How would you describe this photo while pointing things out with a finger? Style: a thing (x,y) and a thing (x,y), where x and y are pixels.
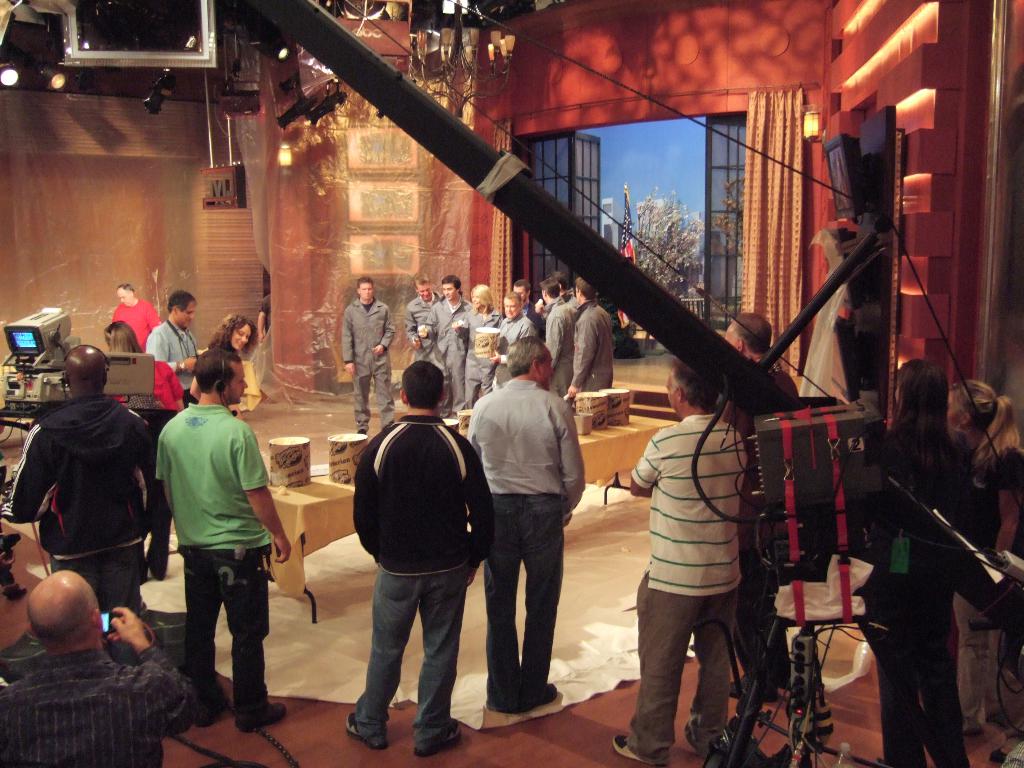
In the image there are many men (702,417) standing all over the floor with a table (304,553) in the middle (641,425) and there is a camera (7,406) with screen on the front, this seems to be a cinema shooting.
